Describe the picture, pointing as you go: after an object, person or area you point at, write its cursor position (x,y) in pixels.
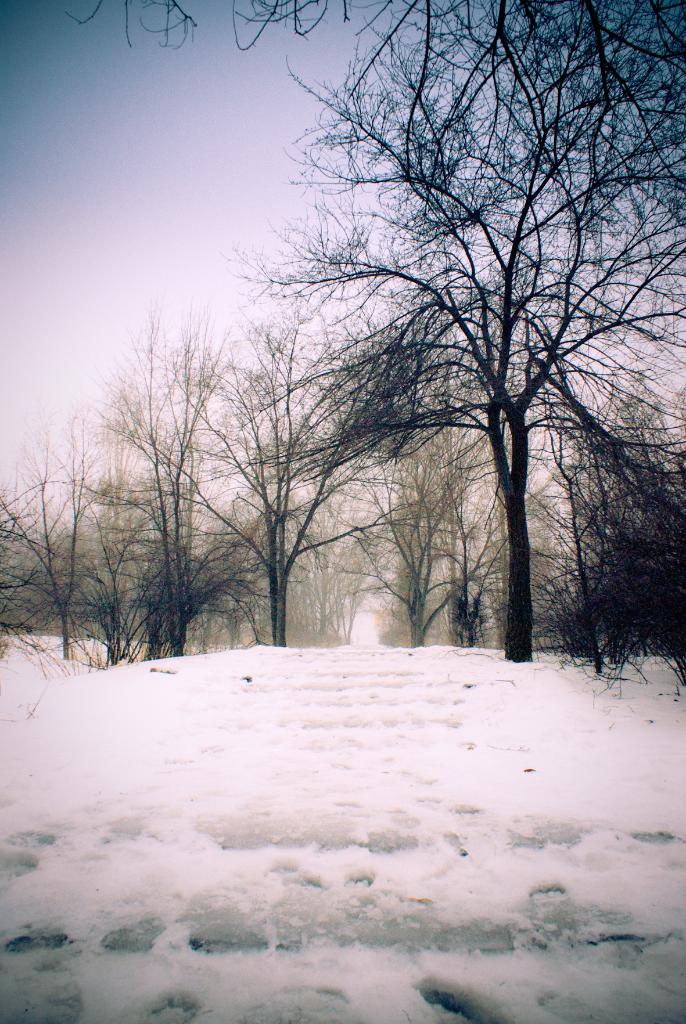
In this picture I can see snow (295,812), there are trees (503,264), and in the background (281,254) there is the sky (139,247).
